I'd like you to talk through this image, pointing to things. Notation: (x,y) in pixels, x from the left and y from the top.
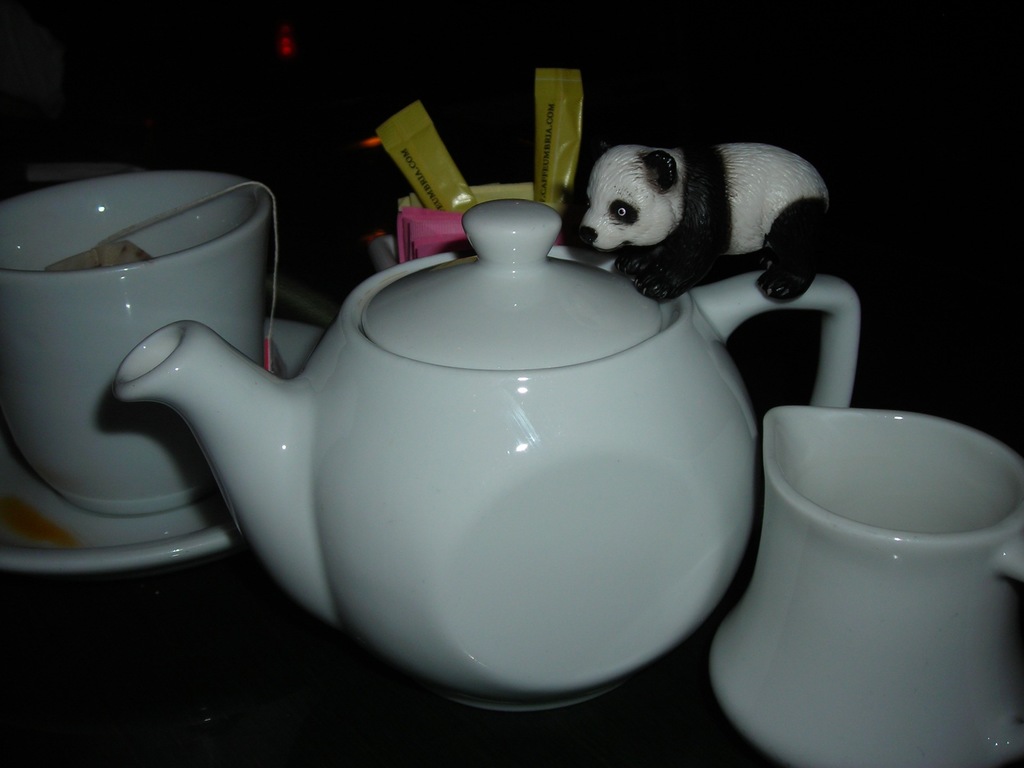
In this image I can observe a teapot (242,491) and two cups (842,640). On top of the teapot (843,313) there is a panda toy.
